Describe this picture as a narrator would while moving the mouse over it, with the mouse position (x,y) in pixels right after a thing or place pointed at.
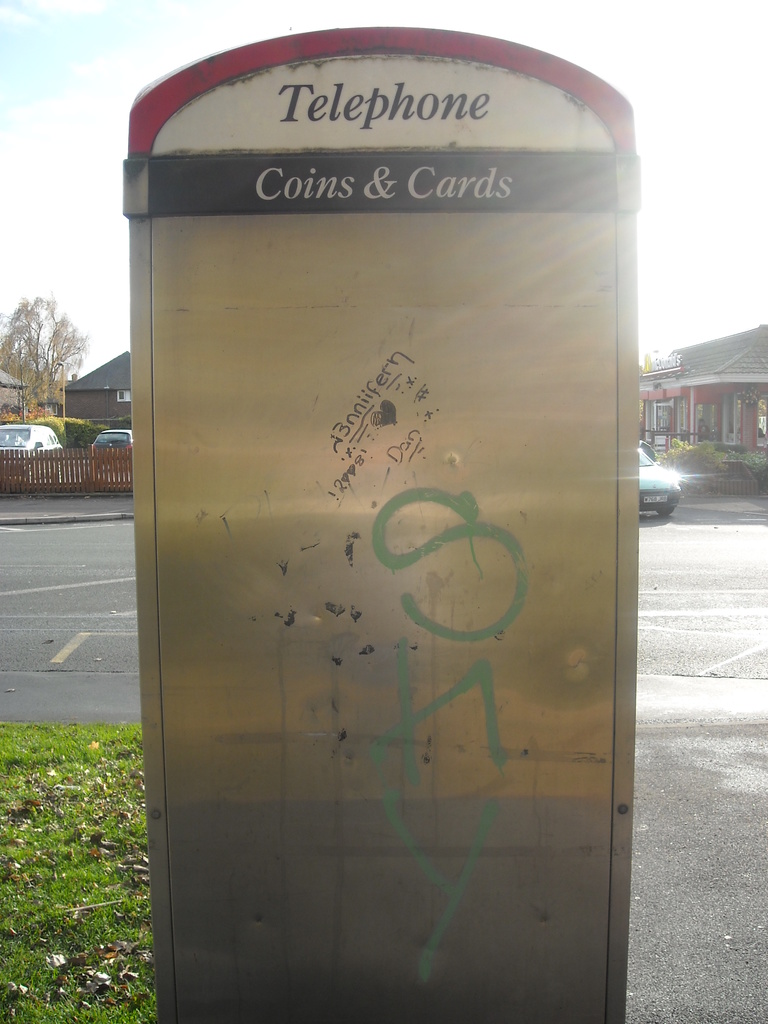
In the foreground of this image (385,485), there is a bollards like structure (383,191) placed a side to the road (71,625) and written on it as telephone coins and card. In the background (81,601), there are vehicles (57,448), road (81,530), railing (81,468), houses (81,388), trees (34,345) and the sky (50,201).
